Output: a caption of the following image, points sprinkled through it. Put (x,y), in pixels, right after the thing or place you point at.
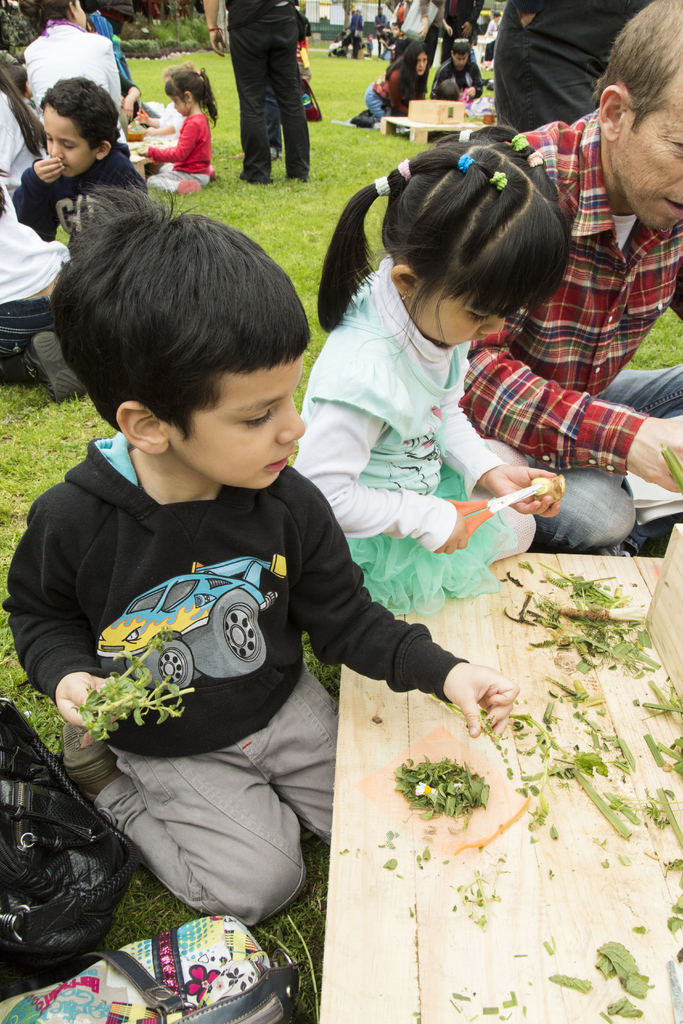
In this picture I can see bags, group of people (295,21) standing, group of people (406,684) sitting, there are some items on the tables (535,1000), and in the background (157,44) there are plants (155,34).
